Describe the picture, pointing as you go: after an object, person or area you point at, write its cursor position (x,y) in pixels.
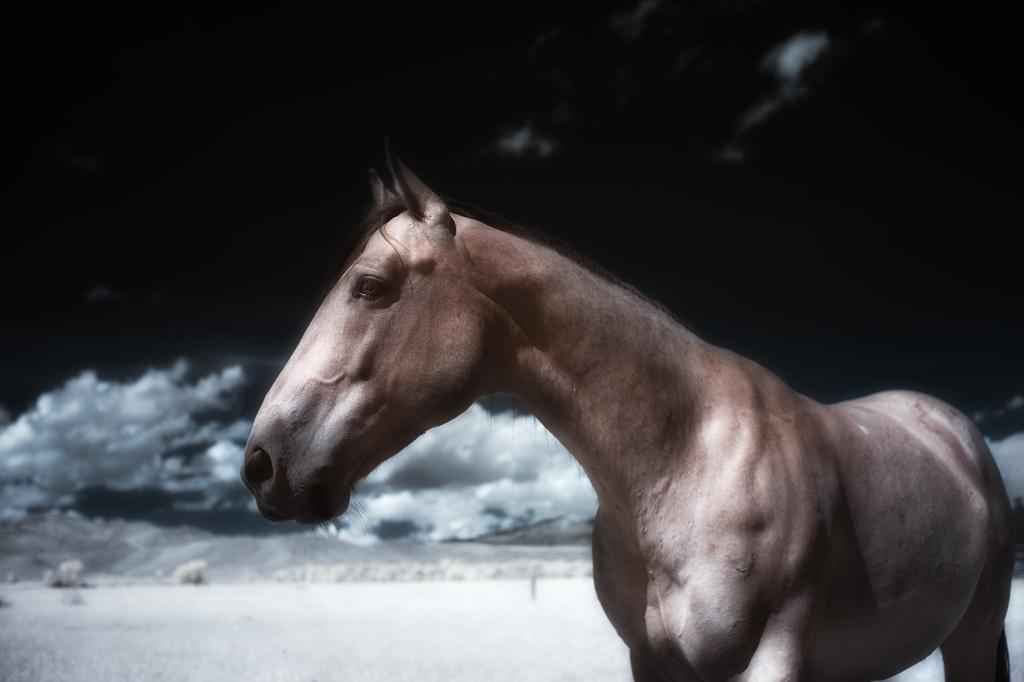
In this image there is a horse (792,416) truncated towards the bottom of the image (754,554), there is ice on the ground (519,584), the background of the image (355,102) is dark.
